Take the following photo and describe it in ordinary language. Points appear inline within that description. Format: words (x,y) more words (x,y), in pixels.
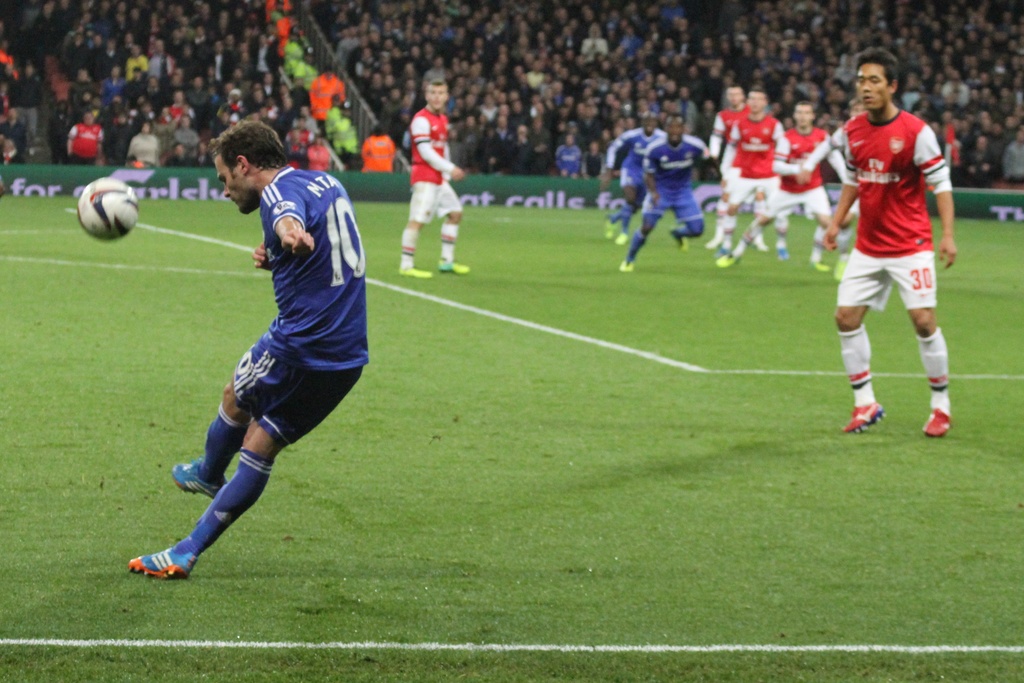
This is a playing ground (420,543). At the bottom (487,562), I can see the grass (434,538). Here I can see few men (678,164) wearing t-shirts (878,224), shorts (867,280) and playing football. In the background (448,48) a crowd of people (245,53) facing towards the ground (523,241).
